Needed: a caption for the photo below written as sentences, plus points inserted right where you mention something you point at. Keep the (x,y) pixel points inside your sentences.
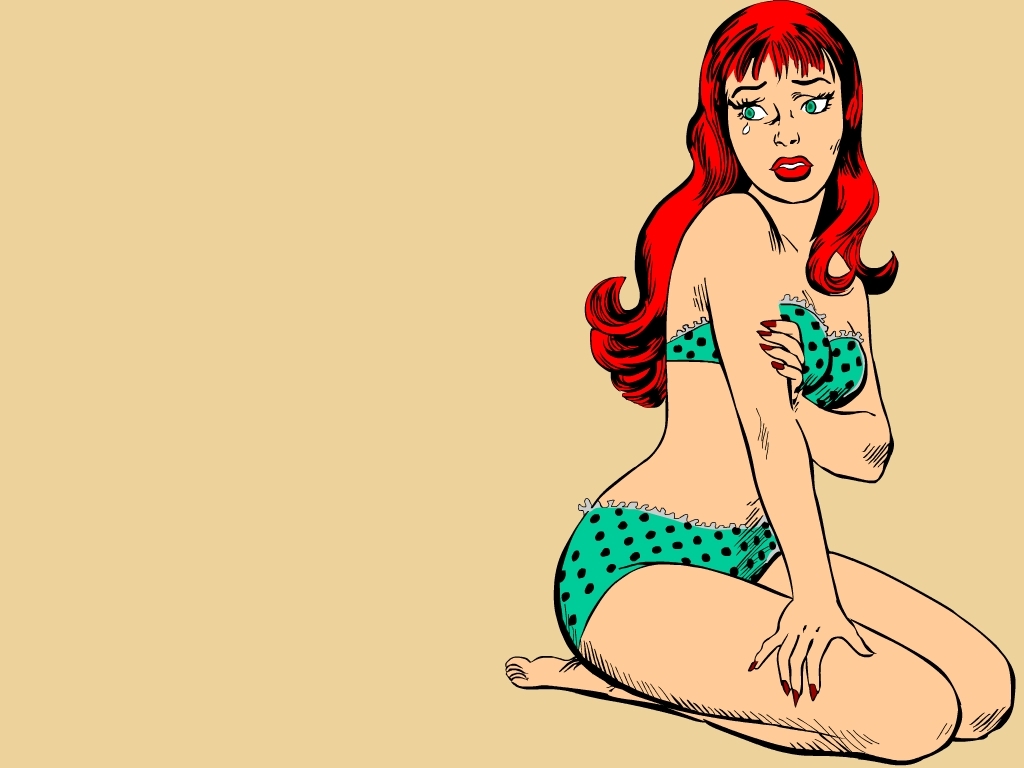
In this picture we can see cartoon image of a woman (732,344), there is a plain background (93,223).
